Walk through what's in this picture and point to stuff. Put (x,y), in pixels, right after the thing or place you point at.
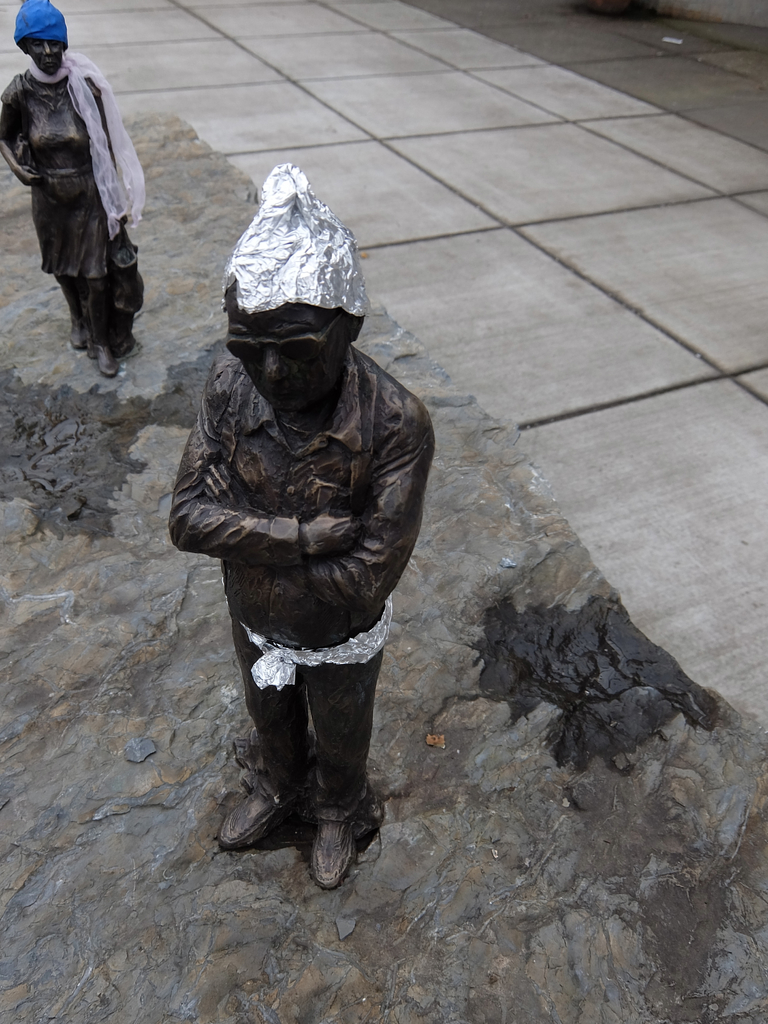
In this image, we can see statues (79,237) and there are caps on them. At the bottom (361,878), there is rock (482,570) and road (589,331).
